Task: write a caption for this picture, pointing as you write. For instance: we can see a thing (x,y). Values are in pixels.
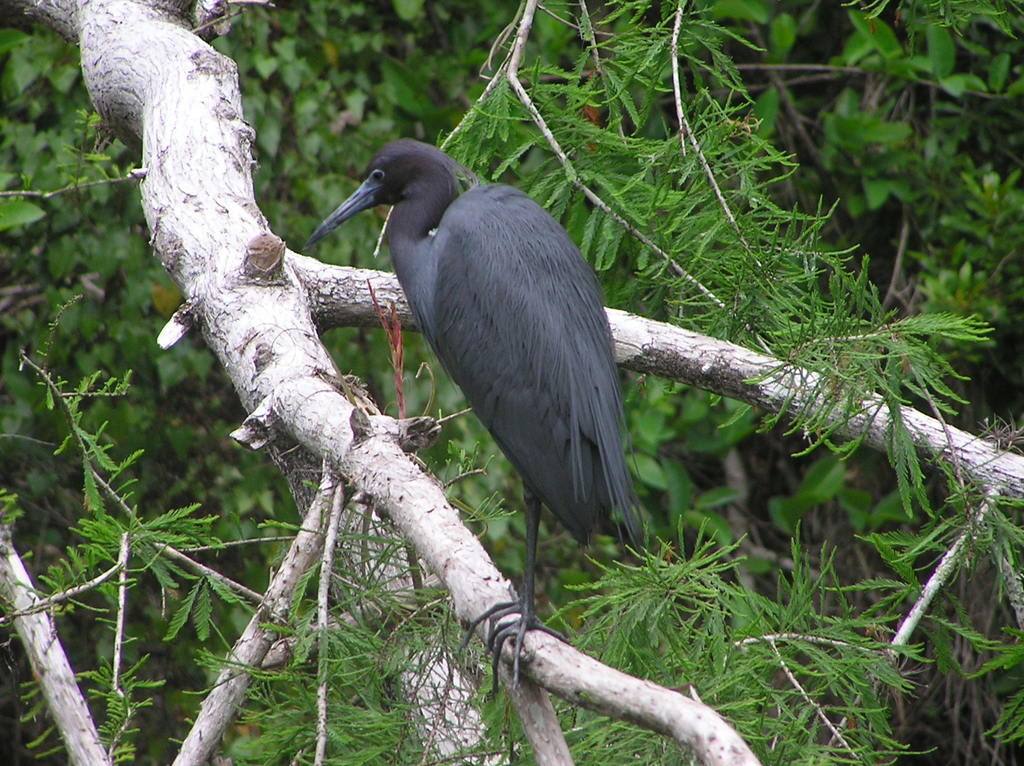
In this image, we can see a bird (536,493) on a tree branch (488,624). Background (969,266) we can see leaves (729,548).
